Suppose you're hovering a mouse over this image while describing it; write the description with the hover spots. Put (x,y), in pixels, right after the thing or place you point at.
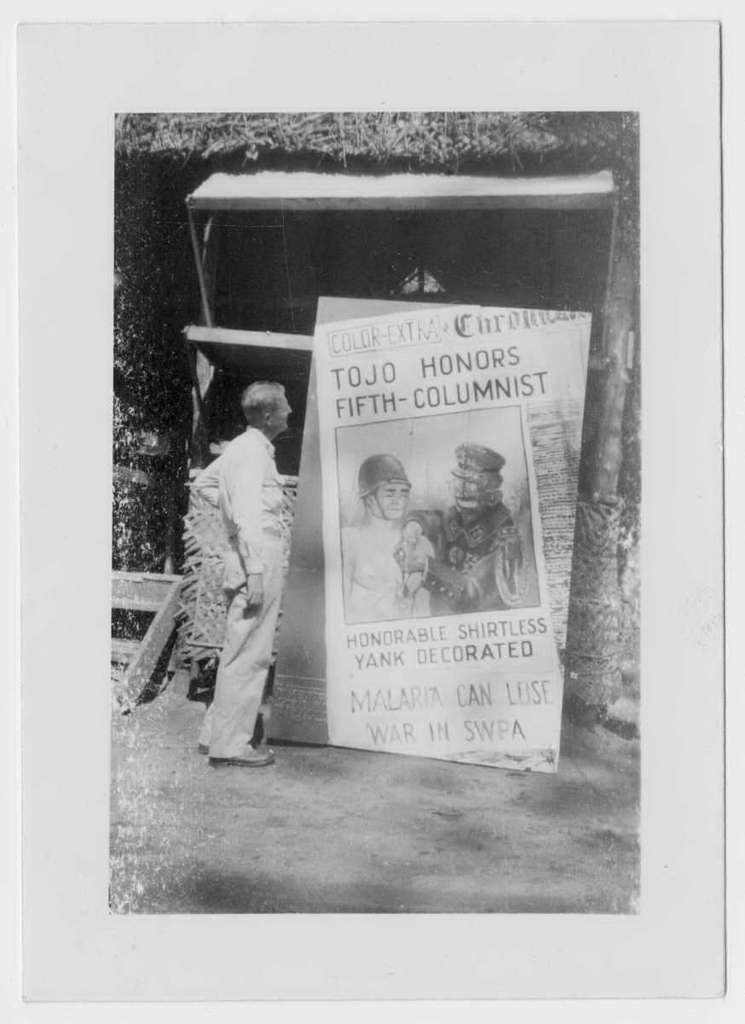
In the image we can see the black and white picture of a person (246,601) standing and wearing clothes (252,674). There is even the poster (405,576) and in the poster (461,499) we can see the text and photos (455,497) of two people (453,507). Here we can see the pole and the plants (127,376).
